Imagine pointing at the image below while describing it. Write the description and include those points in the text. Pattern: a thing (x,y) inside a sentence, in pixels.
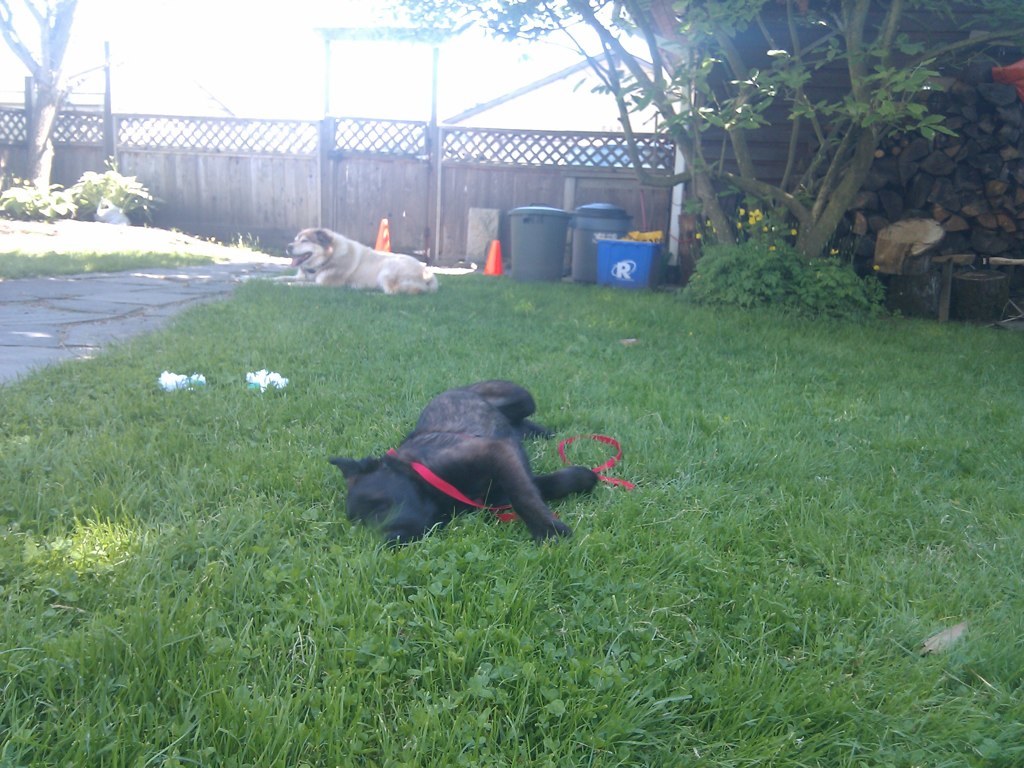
In this picture I can see the grass (334,364) in front (347,366) and on the grass (772,460) I can see 2 dogs (352,267). In the background (81,215) I can see few plants (34,203), 2 cones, trees (891,13), log of wood (857,222) and few bins (551,267). I can also see the fencing (317,164).
